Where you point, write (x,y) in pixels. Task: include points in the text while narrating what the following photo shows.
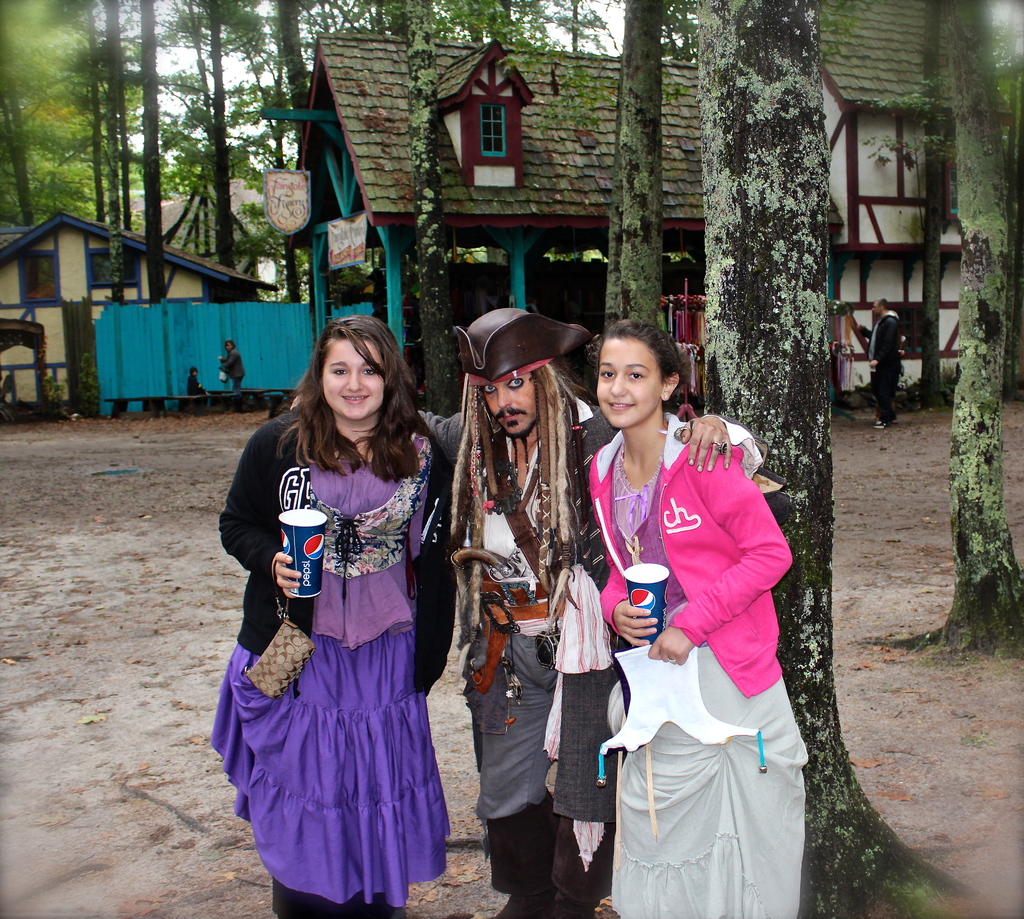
In the picture we can see two women (604,538) and a man (561,466) wearing different costume (475,514) standing together and posing for a photograph, woman (265,542) holding glasses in their hands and in the background of the picture (372,112) there are some houses (343,128), trees (114,32).
